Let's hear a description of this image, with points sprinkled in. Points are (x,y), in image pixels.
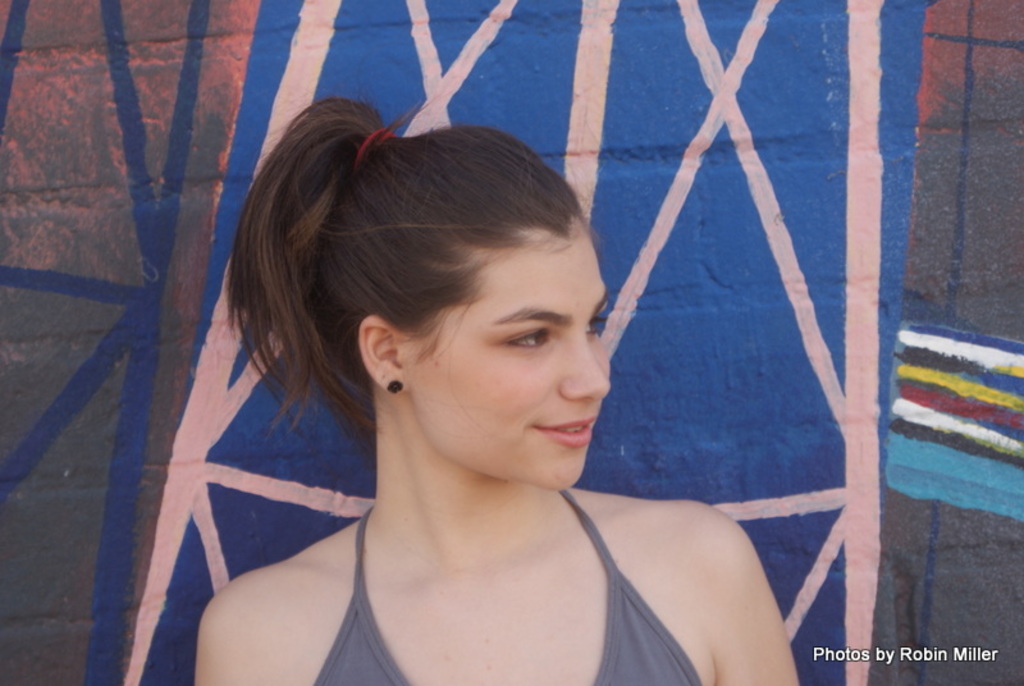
Here we can see a woman (557,464). On the wall (842,331) there is a painting (877,151). Bottom of the image (900,647) there is a watermark (838,654).
